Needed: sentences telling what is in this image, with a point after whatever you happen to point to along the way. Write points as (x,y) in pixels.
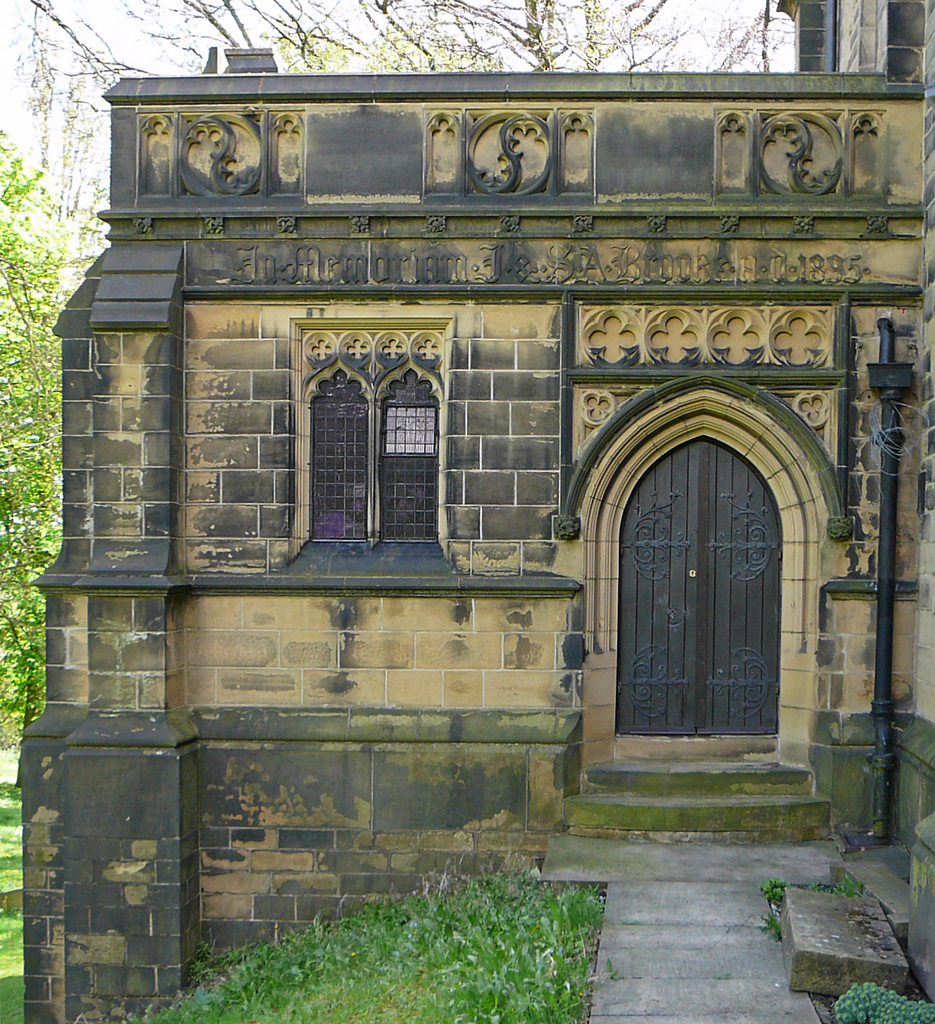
In this picture we can see a building (674,241), grass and we can see trees (463,56), sky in the background (417,52).
